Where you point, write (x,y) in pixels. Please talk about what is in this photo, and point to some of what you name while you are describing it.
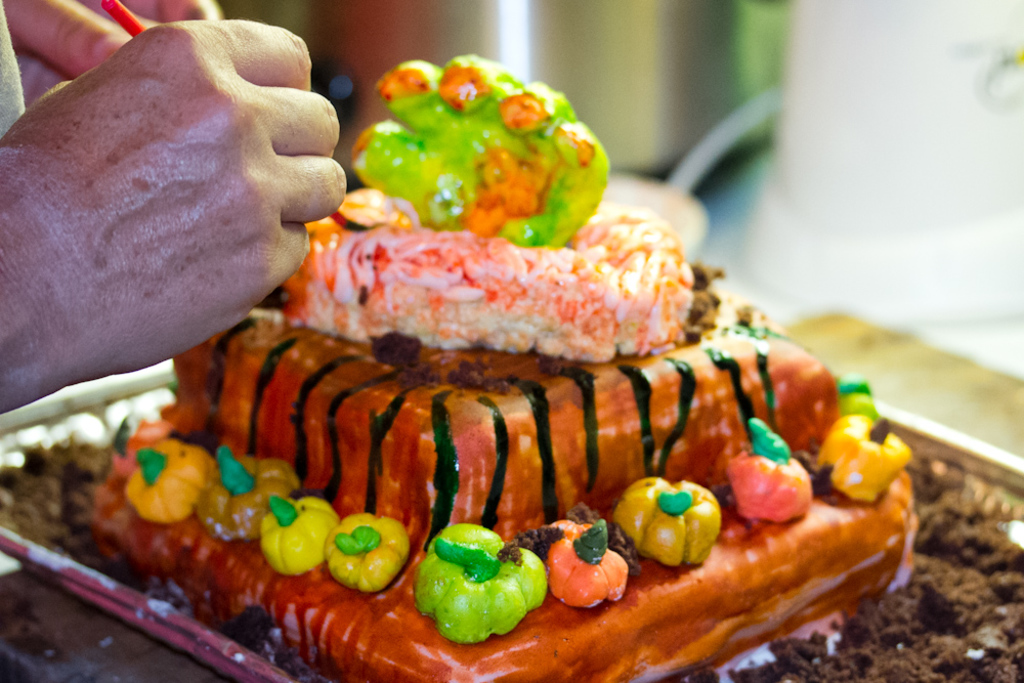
In the image a person (227,279) is making a cake (458,283).
